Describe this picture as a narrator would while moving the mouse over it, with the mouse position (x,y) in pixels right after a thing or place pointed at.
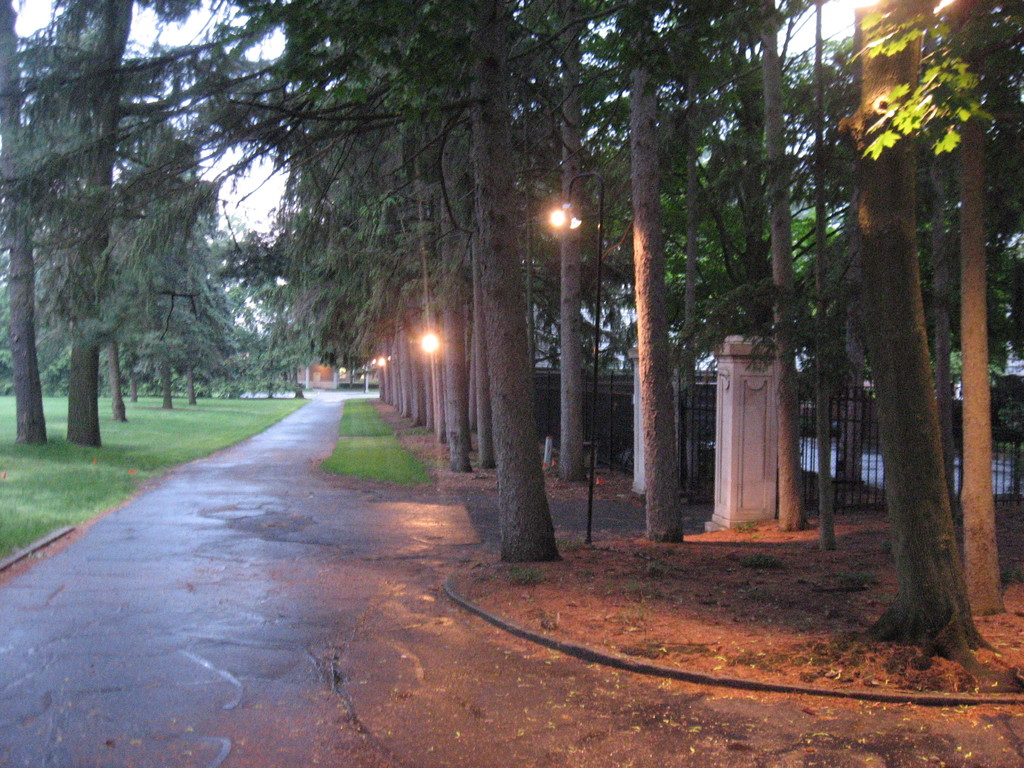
In the middle (425,509) it is the way (277,603), there are trees (976,299), on either side of this. On the right side (847,433) there is an iron grill (841,422), in the middle (383,359) there are lights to the trees (485,304).
